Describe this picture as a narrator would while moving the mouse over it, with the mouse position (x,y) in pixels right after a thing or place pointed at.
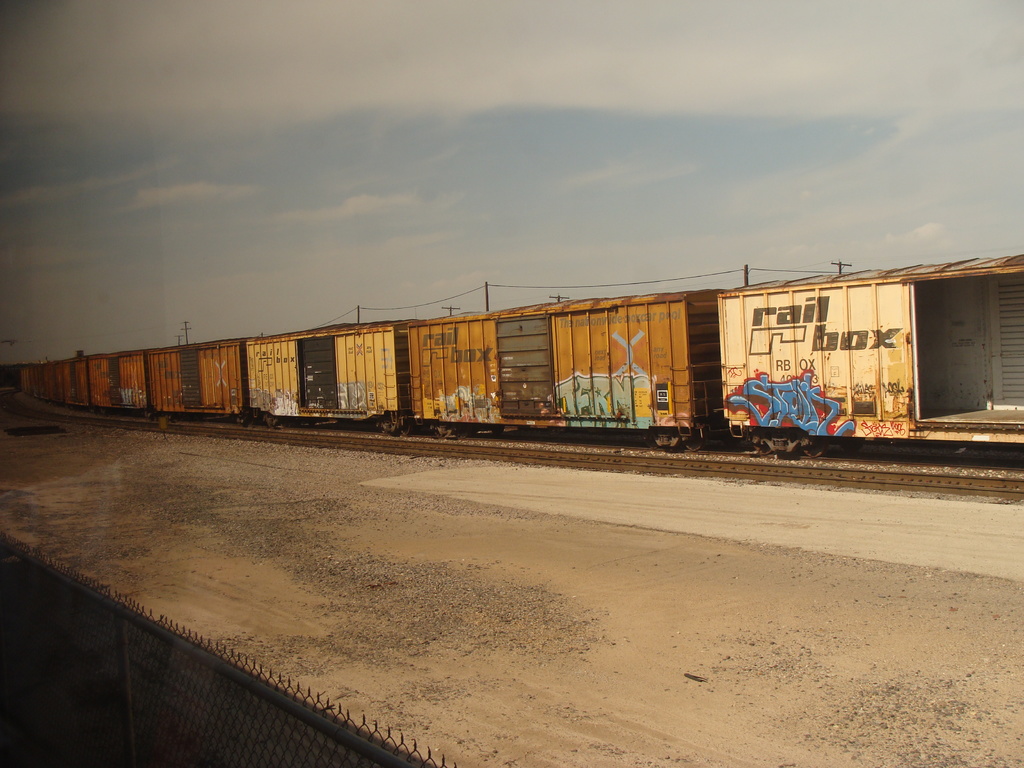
On the left (99,638) at the bottom corner (124,630) we can see a fence (124,642) and poles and this is ground (434,599). In the background (383,403) we can see a train (514,386) on the railway track (358,444), electric poles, wires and clouds (432,234) in the sky (258,134).
